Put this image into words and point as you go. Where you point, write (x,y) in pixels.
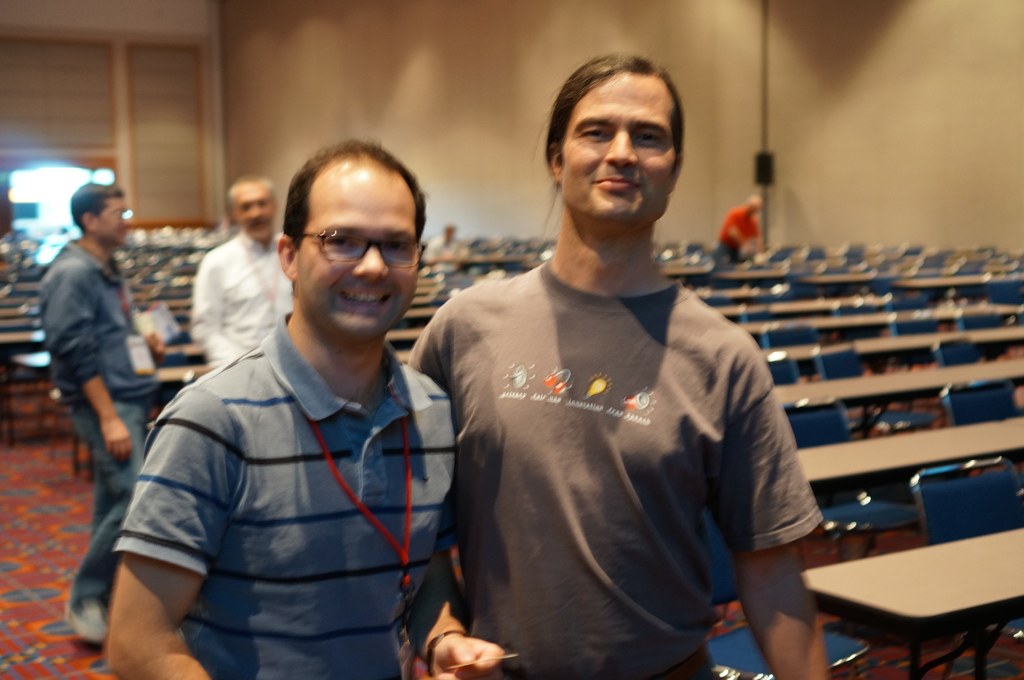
In the picture I can see persons (405,438) standing, there are some benches (992,586), chairs (1019,526) and in the background (189,83) there is a wall (198,108).
